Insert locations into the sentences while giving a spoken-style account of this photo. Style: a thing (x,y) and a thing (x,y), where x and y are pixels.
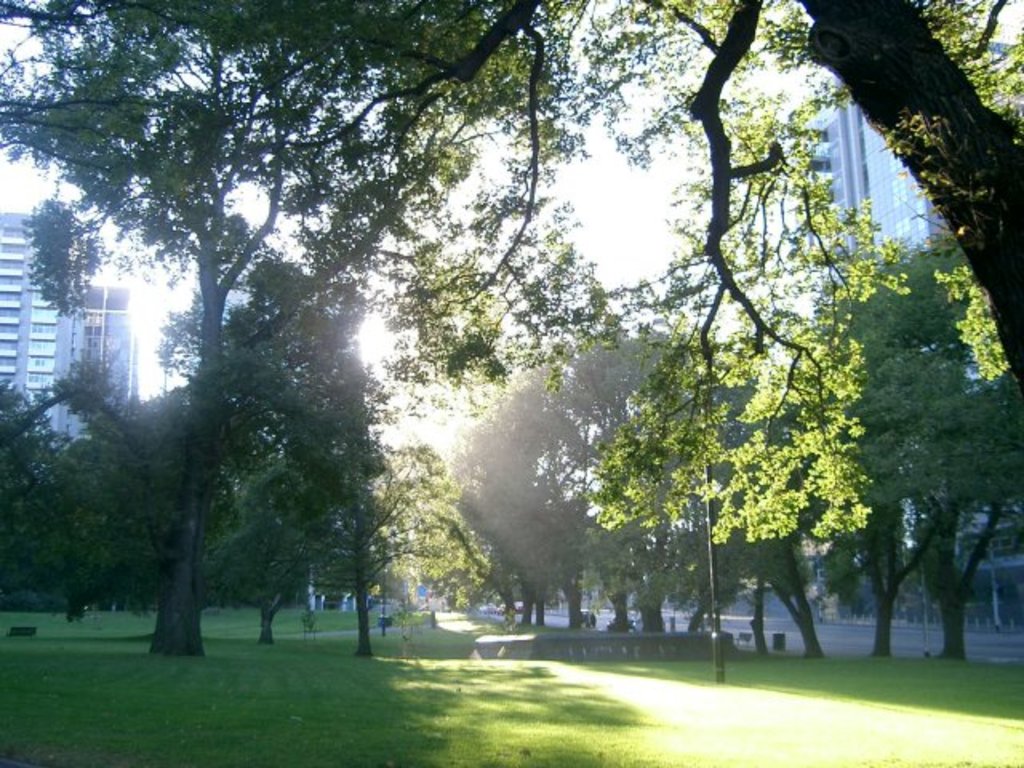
In this image I can see trees (511,569) in green color, at left (59,322) and right I can see two buildings (43,312) in white color, at top (635,219) sky (573,185) is in white color.
